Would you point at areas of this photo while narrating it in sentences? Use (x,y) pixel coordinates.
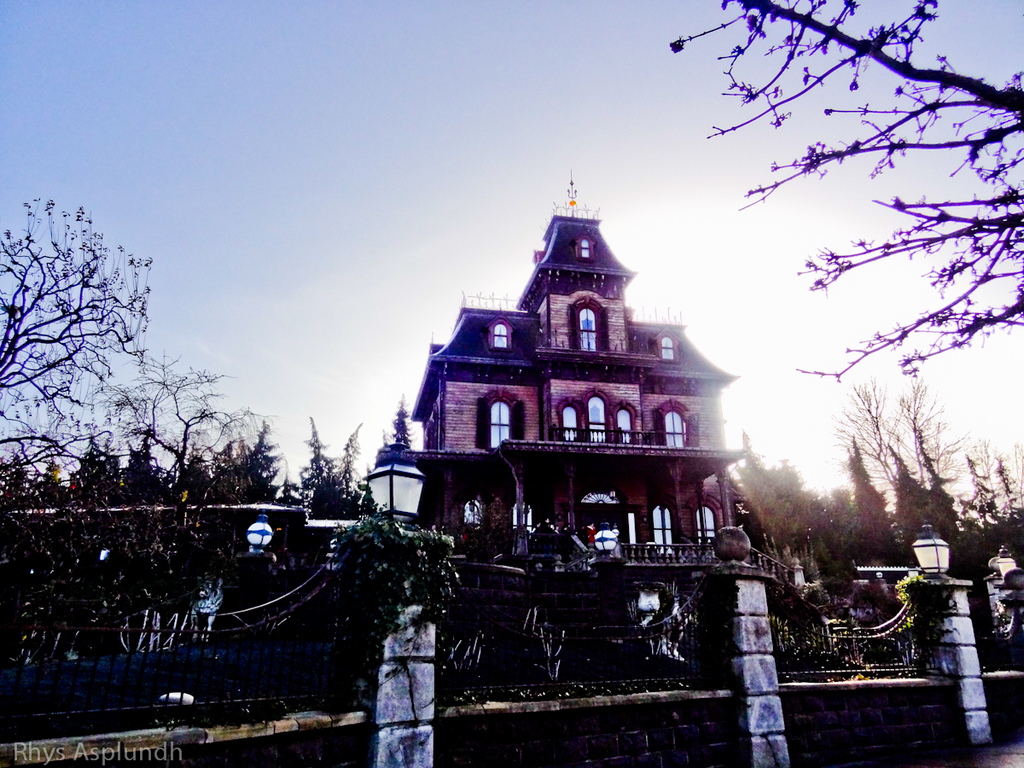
In this image I can see a rail (563,661). On the left (115,468) and right side (923,460), I can see the trees (875,532). In the background (579,443), I can see a house (566,415) and the sky (439,153).
